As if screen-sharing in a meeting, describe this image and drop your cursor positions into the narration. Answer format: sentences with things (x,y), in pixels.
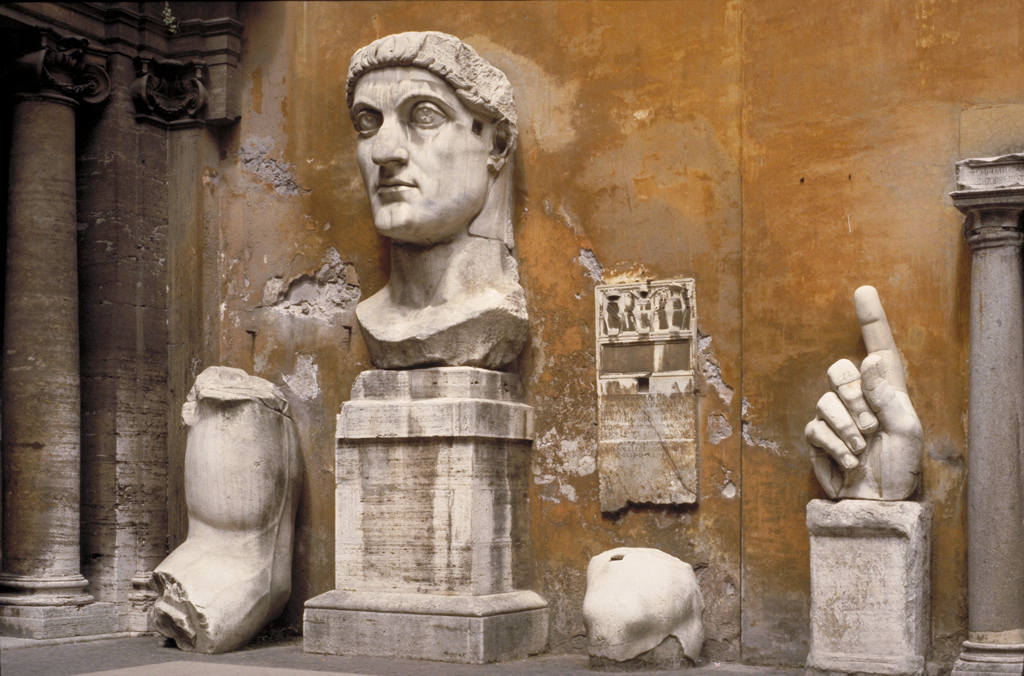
In this image, we can see the wall (651,19) with an object (661,289). We can see some statues (511,294) and pillars (1004,529). We can see some white colored objects (633,607) and the ground (177,673).
